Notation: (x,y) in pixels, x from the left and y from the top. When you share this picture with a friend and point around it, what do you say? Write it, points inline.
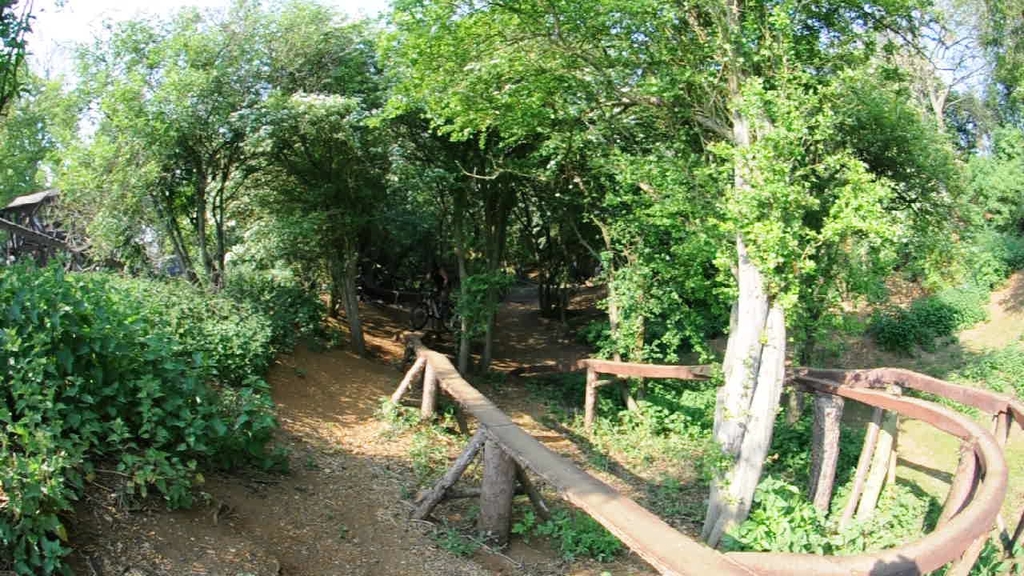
We can see wooden fence (965,502), plants (740,542), trees (833,57) and sky (82,32).
